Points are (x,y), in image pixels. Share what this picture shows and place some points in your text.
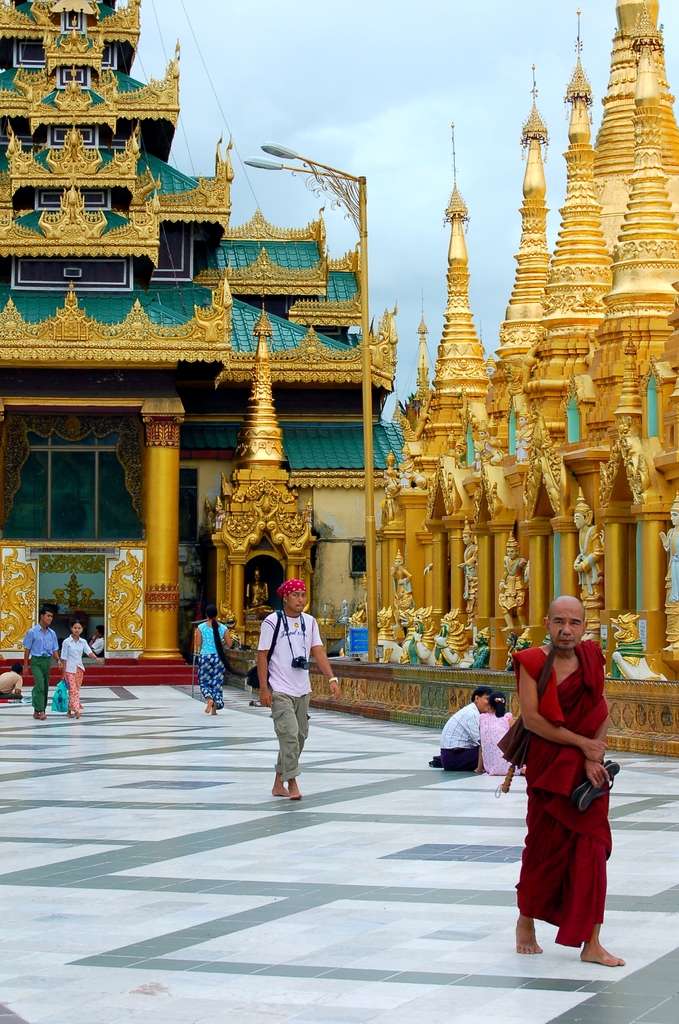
In this image there is a path (337,764), some persons (542,761) are walking in the background (323,450) there are buddhist temple (337,381) and there is a sky (376,57).
